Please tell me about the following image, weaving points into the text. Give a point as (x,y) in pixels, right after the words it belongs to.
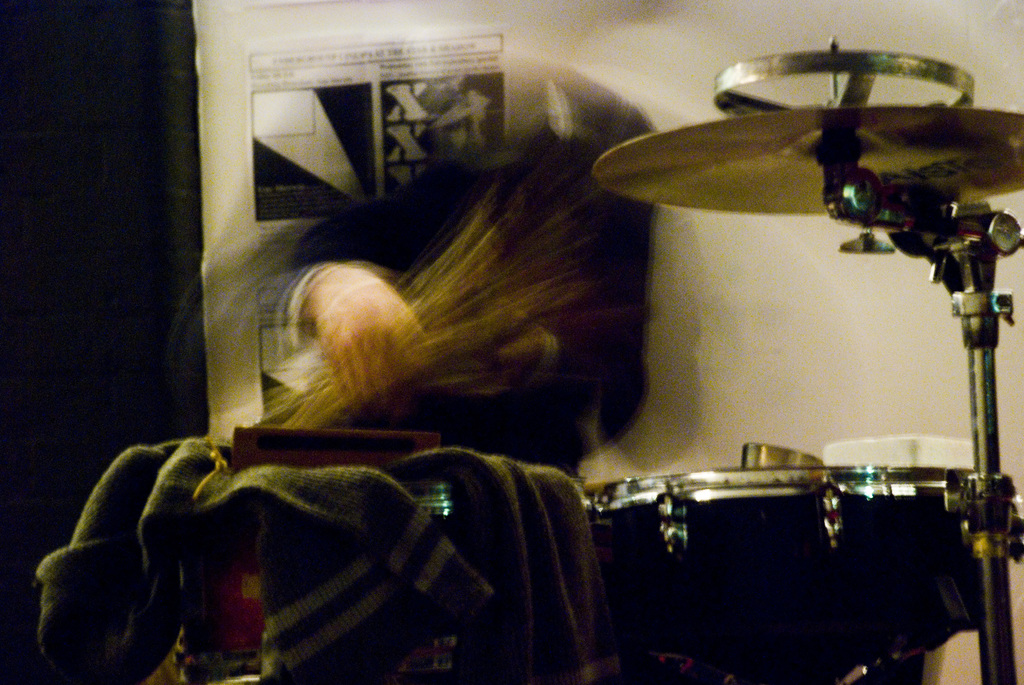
In this image we can see a blur image of a person (438,316) holding an object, there are musical instruments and clothes (313,512) and in the background (390,104) there is a poster (378,94) with text (470,49) on the wall (738,400).
